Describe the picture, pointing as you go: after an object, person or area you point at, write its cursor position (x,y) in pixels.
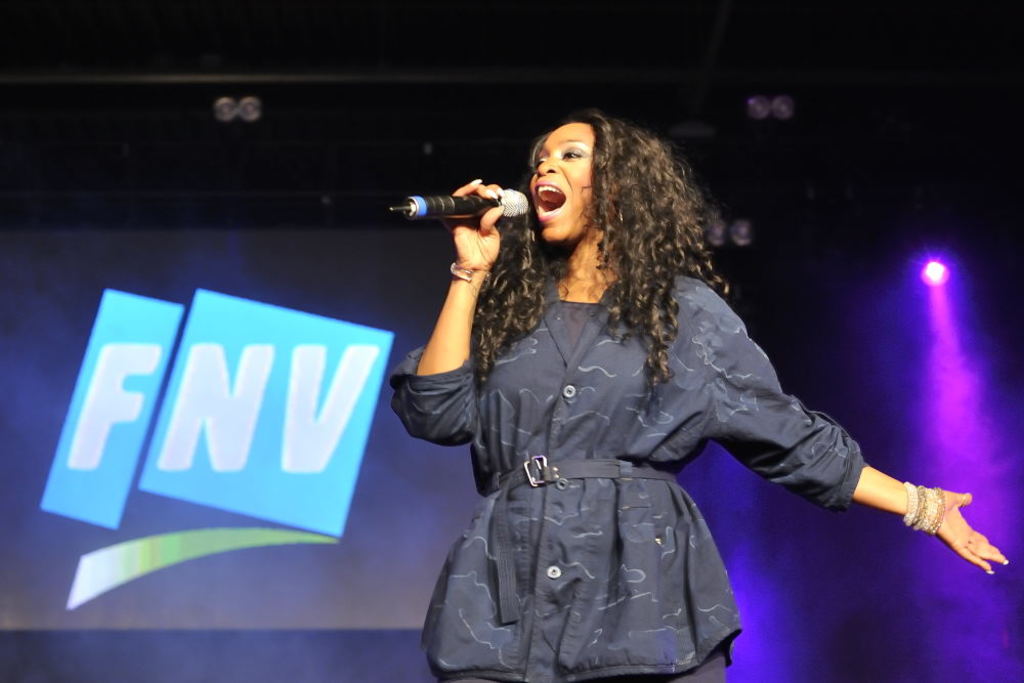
In the middle of the image (451,331) a woman (441,385) is standing and holding a microphone (448,199) and singing. Behind her there is a screen (188,237) and light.
